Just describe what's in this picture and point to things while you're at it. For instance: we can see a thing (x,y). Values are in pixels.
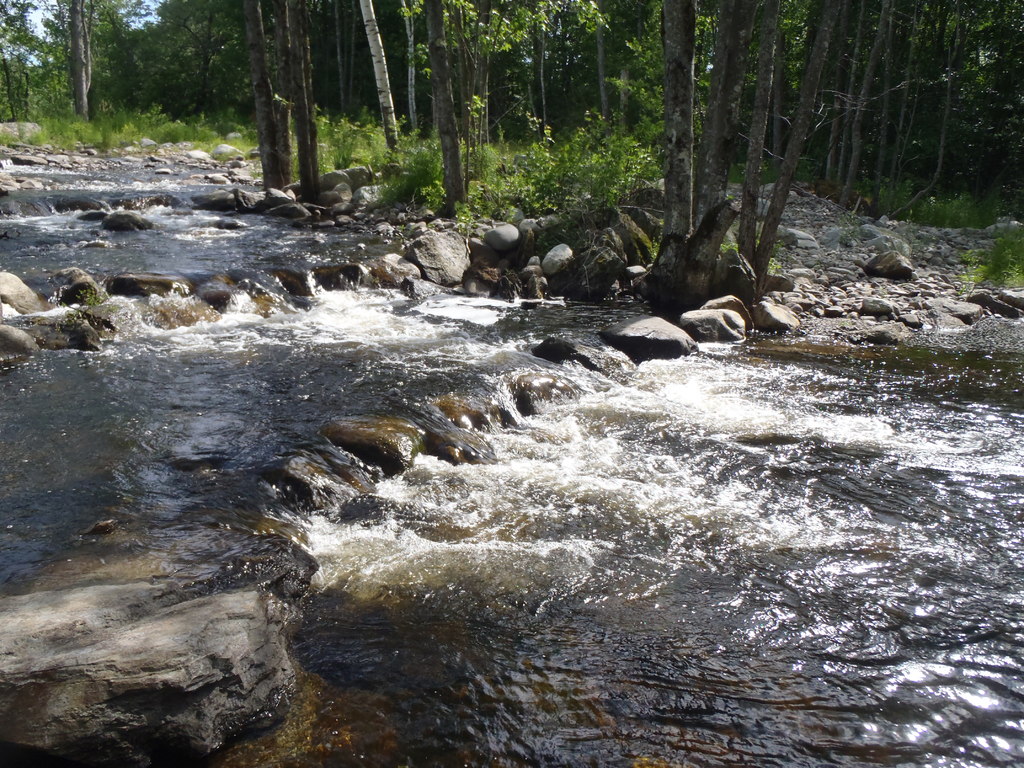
This image is taken outdoors. At the bottom of the image (318,602) there is a stream (297,653) with water (558,586) and there are many rocks (365,433) and stones (290,278). In the background (295,75) there are many trees (172,54) and plants (895,129) with leaves (133,41), stems (85,72) and branches (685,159).
